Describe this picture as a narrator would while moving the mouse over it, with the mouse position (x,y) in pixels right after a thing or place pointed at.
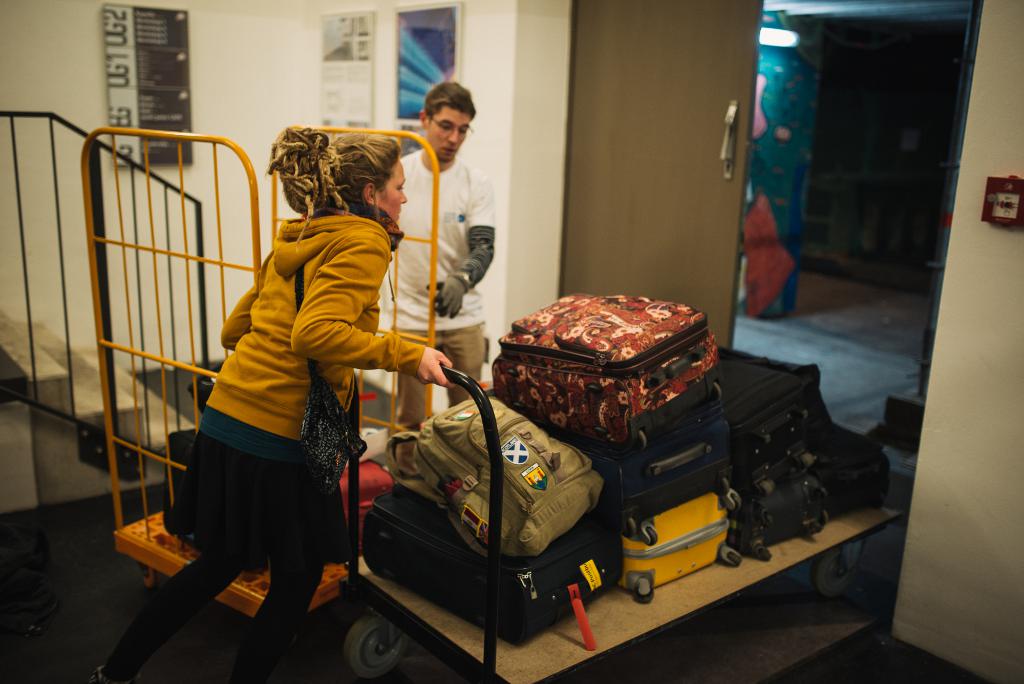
In the image we can see a woman (343,305) and a man (404,276) wearing clothes (330,275). The woman (343,284) is walking and she is carrying a handbag (304,430) and the men (471,293) is gloves (456,295), arm sleeve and spectacles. Here we can see many luggage bags (543,474), kept on the wheel cart (608,615). Here we can see stairs (78,388), fence (31,336), door (600,276), light (793,39), floor (850,313) and frame (159,84).
